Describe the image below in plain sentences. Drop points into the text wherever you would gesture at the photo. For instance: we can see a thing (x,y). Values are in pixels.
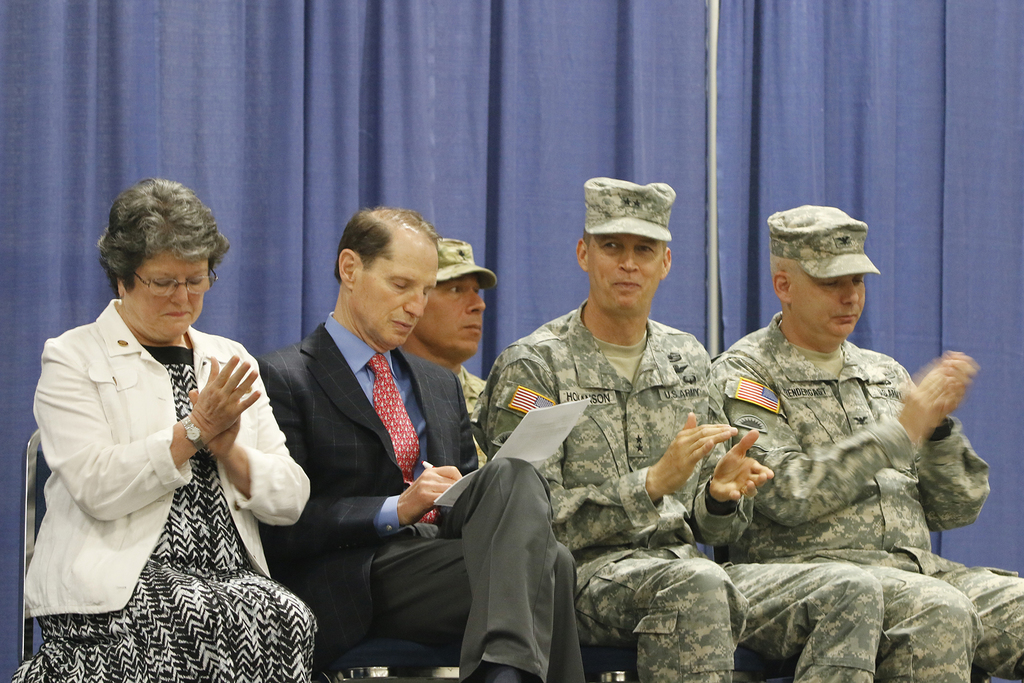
In this image I can see group of people (648,441) sitting. In front (373,364) the person (346,496) is wearing black color blazer (363,428), blue color shirt (356,363) and red color tie (392,390) and the person (450,484) is holding few papers (446,502) and the pen (434,467). In the background (526,148) I can see few curtains (377,98) in blue color and I can also see the pole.
